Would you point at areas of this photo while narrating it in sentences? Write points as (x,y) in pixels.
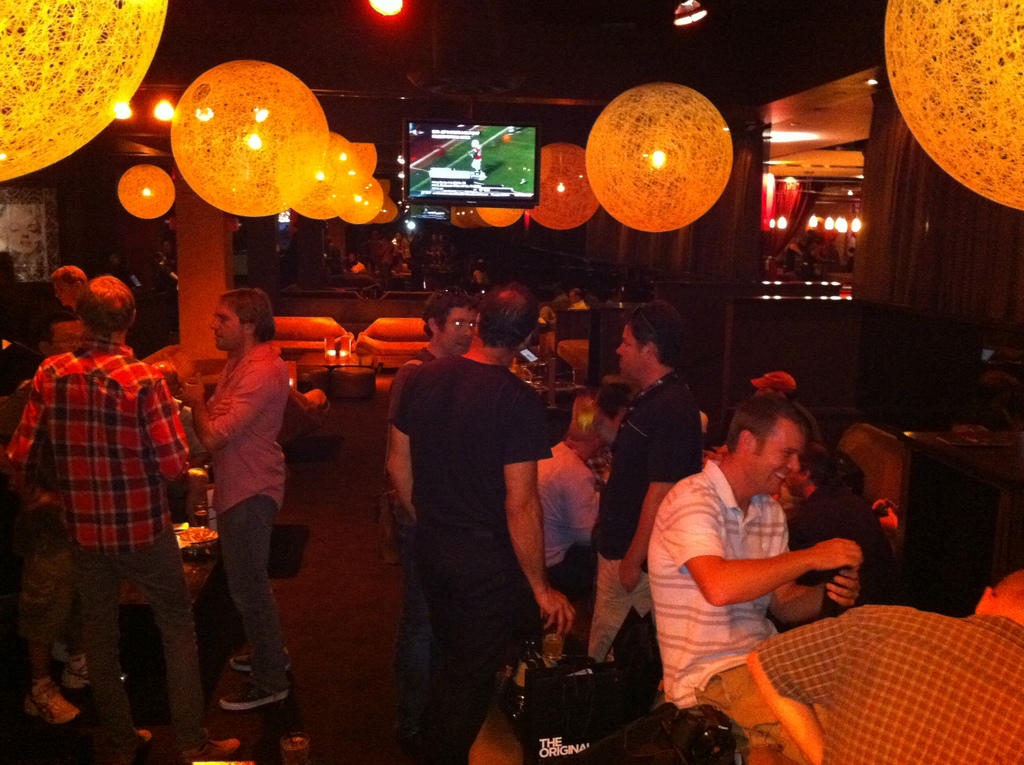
There are many people (88,452) sitting and standing. On the right side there are bags (597,675). On the ceiling (301,52) there are lights (371,190) with decorative items (270,130). In the back (442,145) there is a television (488,171). Also there are lights (842,223). And there are tables (969,450).
